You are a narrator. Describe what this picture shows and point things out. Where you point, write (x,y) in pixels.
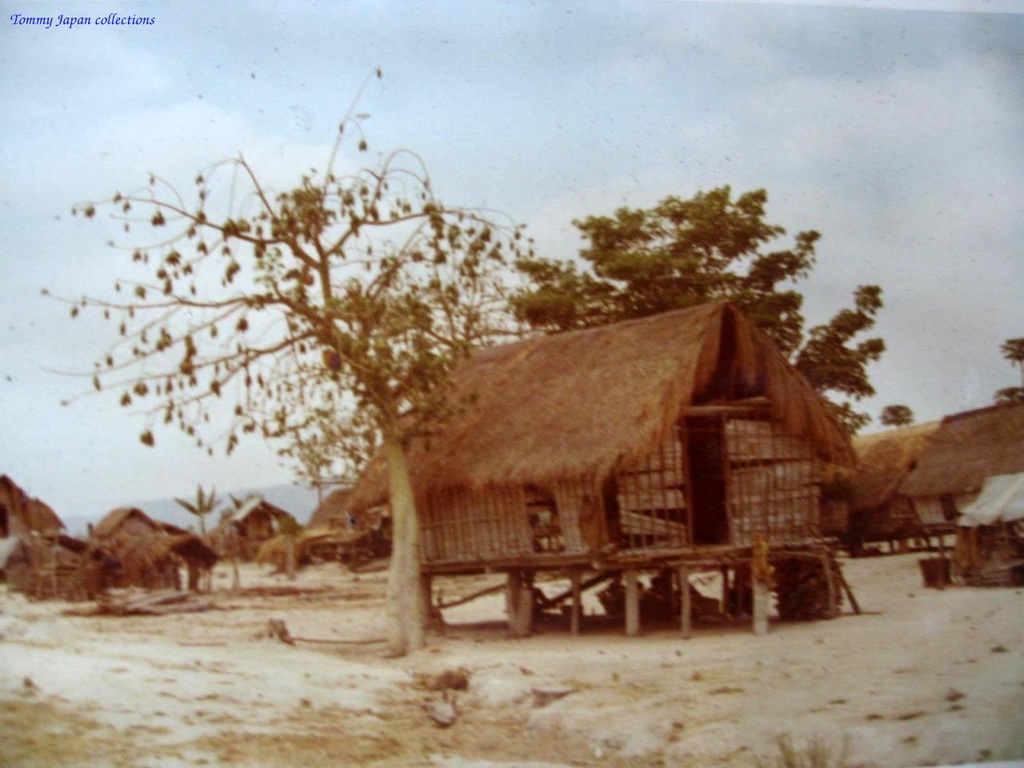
In this picture there are huts (530,376) and trees (312,466). At the top (627,101) there is sky (714,131) and there are clouds (846,126). At the bottom (832,663) there is ground (677,659). At the top left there is text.
